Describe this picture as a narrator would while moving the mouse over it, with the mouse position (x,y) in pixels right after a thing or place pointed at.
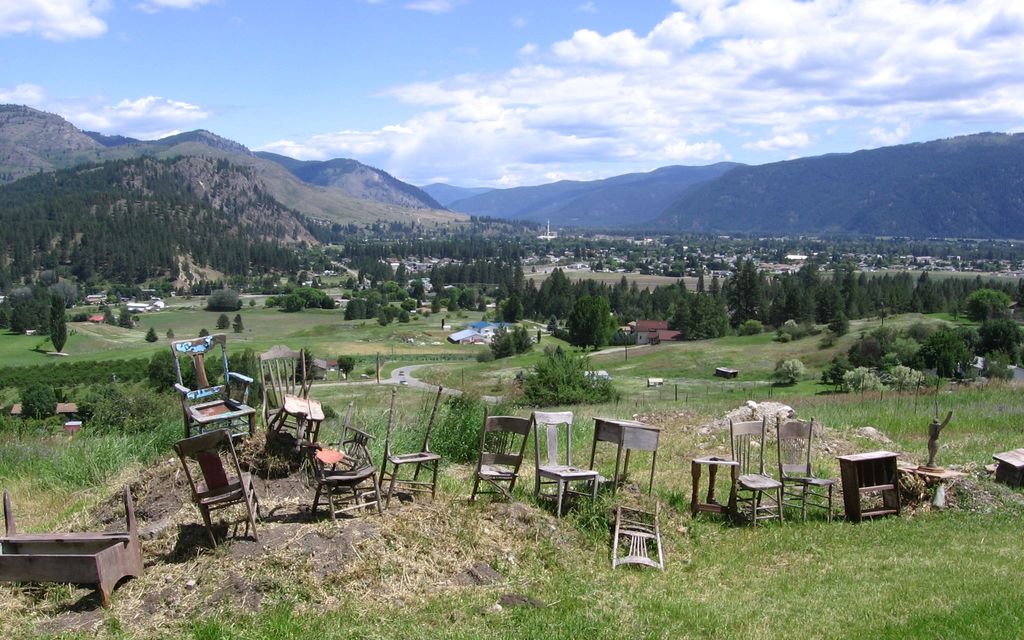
In this image I can see few trees (867,381), mountains (612,182), houses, poles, chairs (516,417), grass (586,509), statue (934,464), tables (893,456) and few wooden objects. The sky (30,40) is in blue and white color.
